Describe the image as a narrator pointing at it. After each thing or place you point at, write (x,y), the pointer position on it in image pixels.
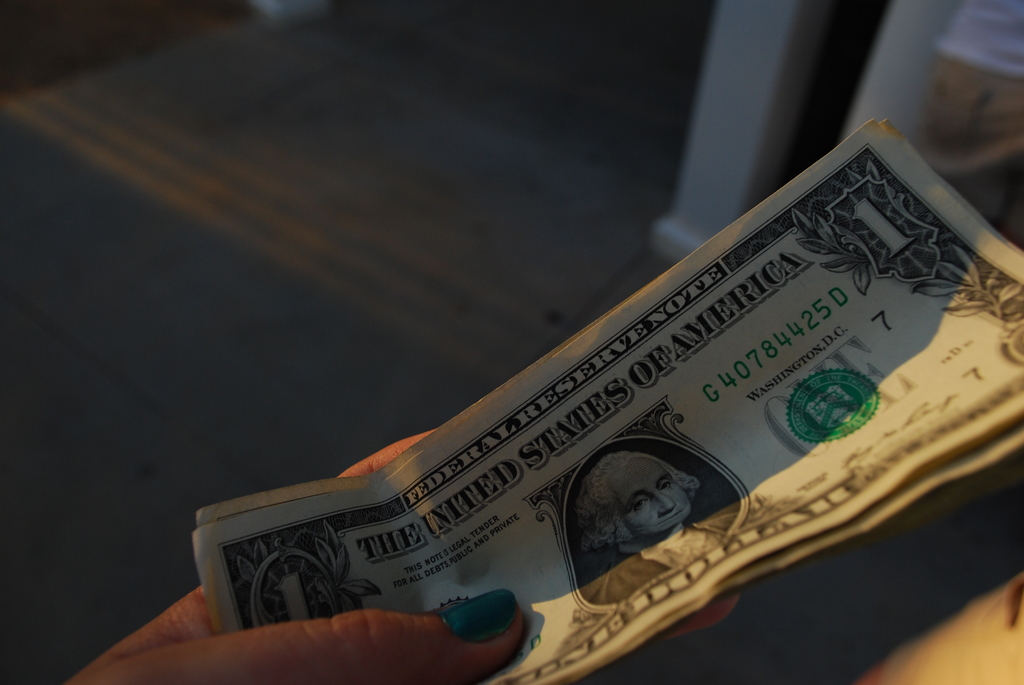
Here in this picture we can see dollar bills (637,390) present in a person's hand (352,624).
